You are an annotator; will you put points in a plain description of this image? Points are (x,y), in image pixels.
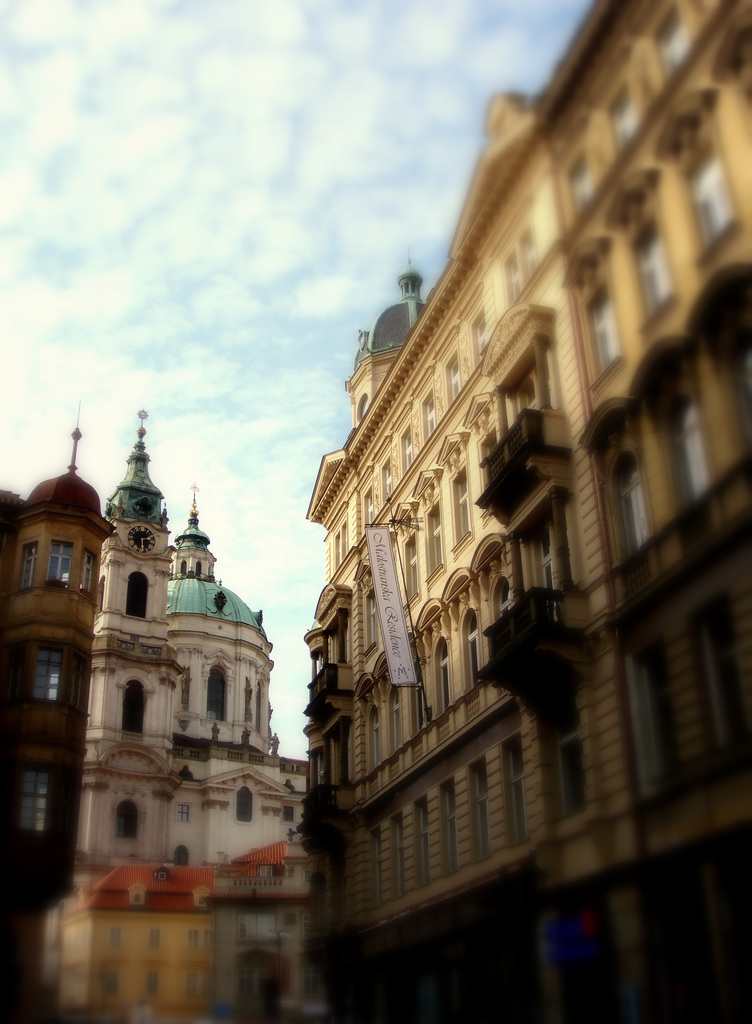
In this picture I can see the building (452,615) and monument (145,771). At the top of the building (181,643) I can see the domes (210,594) and poles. At the top (215,163) I can see the sky (227,132) and clouds (230,129). On the right (522,323) I can see many windows (713,704) on the building (427,752).
